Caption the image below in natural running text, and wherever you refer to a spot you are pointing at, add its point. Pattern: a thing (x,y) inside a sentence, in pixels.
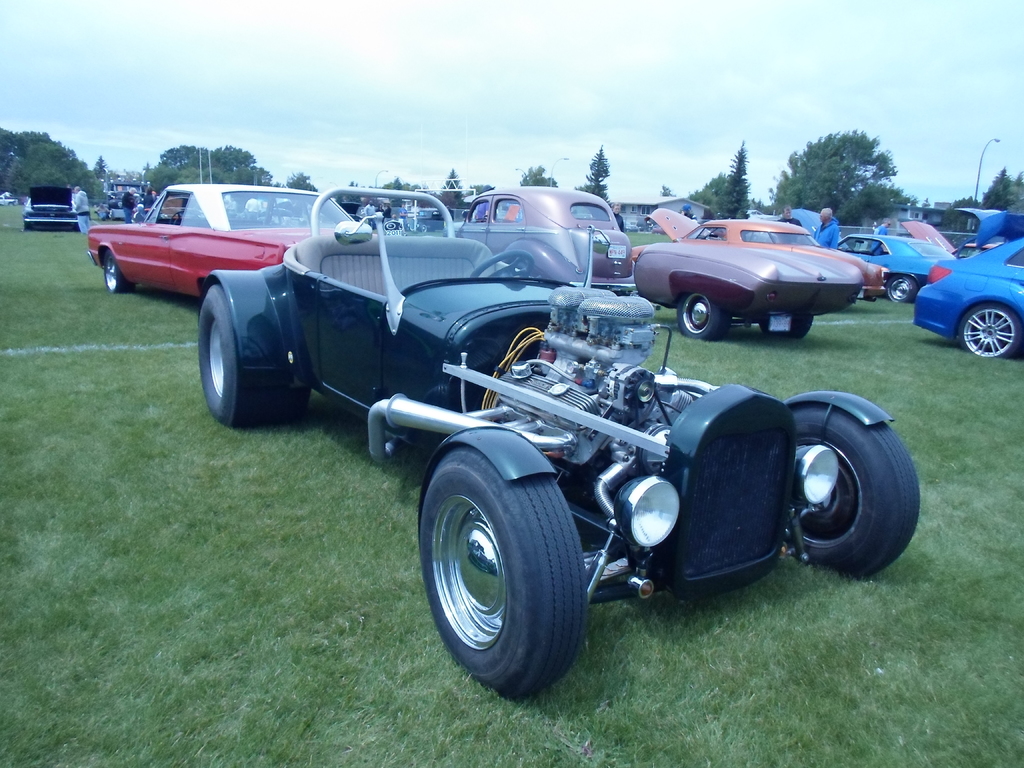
In this image there are cars (720,558), on a grassland (338,726) and there are people (823,237) standing near the cars (693,241), in the background (478,170) there are trees (790,190), houses (672,208) and the sky (587,144).
